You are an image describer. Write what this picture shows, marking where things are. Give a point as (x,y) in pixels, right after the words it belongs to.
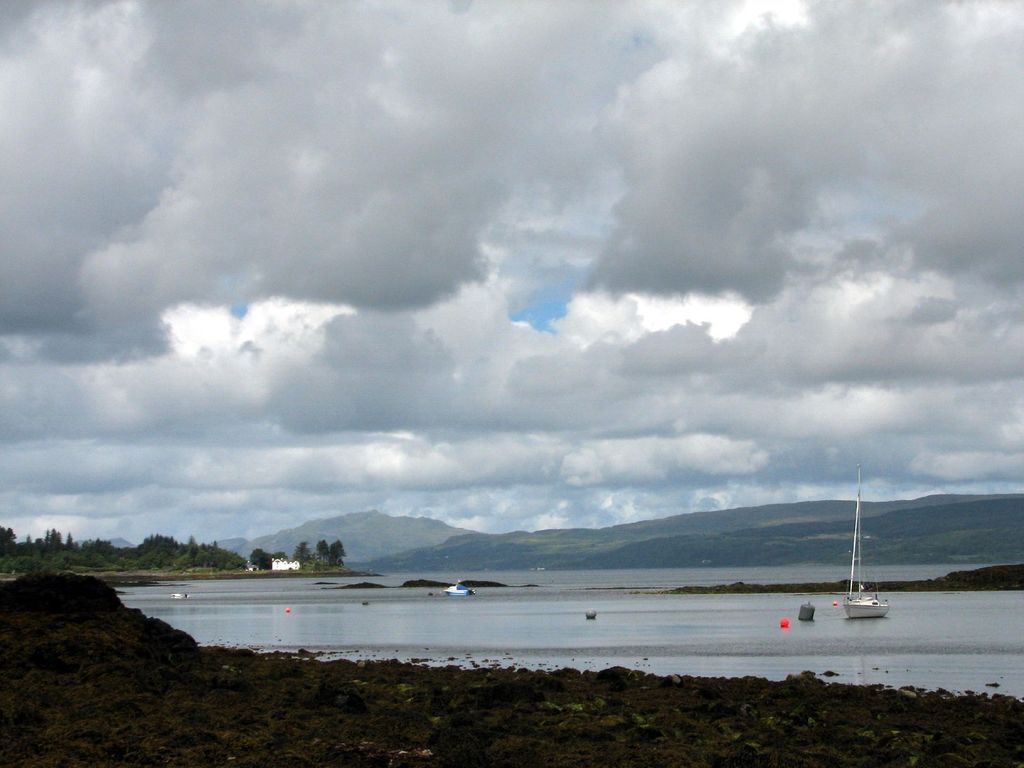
In this image there are boats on the water (292,581), and at the background (289,564) there is a building (284,563), trees (272,557), hills (966,495), sky (543,273).
